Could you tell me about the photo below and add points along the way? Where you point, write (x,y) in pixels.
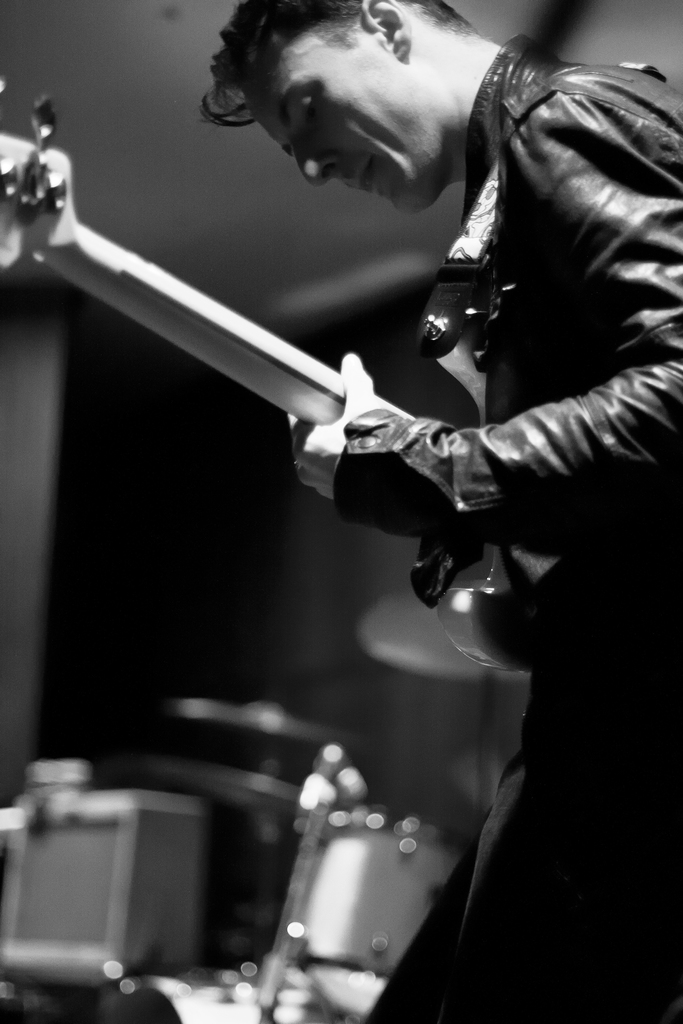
In this image I can see a man (621,474) is standing and holding a guitar (288,344), I can also see he is wearing a jacket (655,499) and in the background (245,721) I can see a drum set (330,777).
